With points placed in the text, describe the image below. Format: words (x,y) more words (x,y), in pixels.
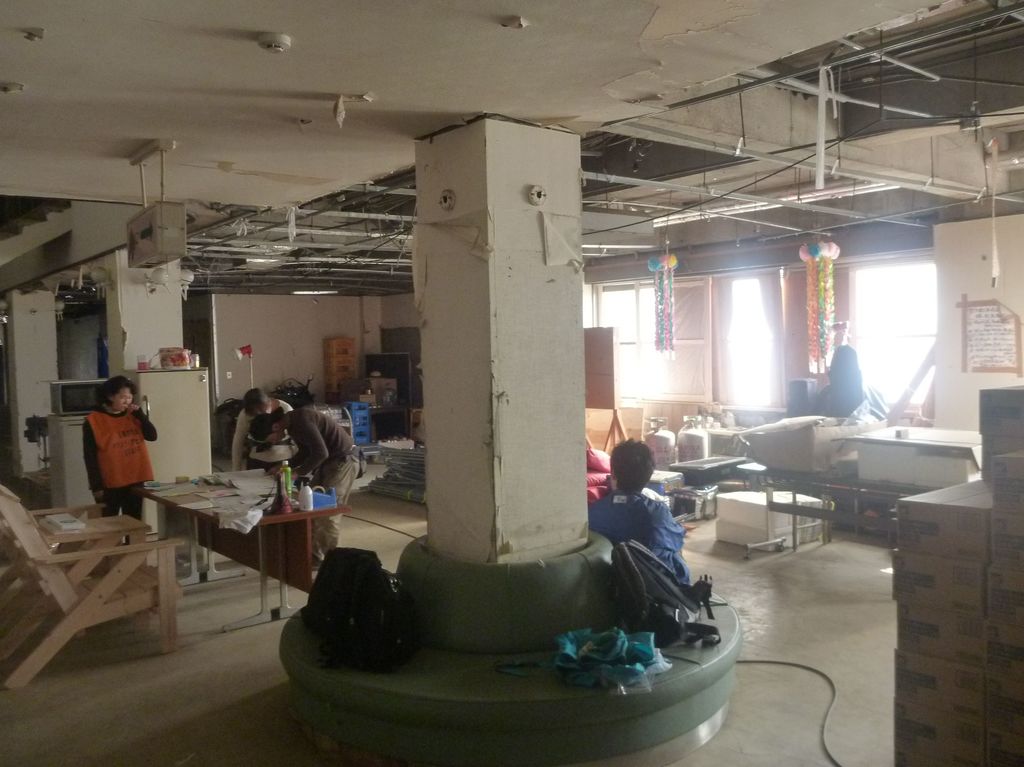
In the middle of the image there are some bags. Behind the bag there is a man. Bottom left side of the image (146,527) there is a chair (174,560) and table (301,515), On the table (304,503) there are some bottles (284,470) and papers (223,501). Near to the table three people (339,444) are standing. Behind them there is a refrigerator (193,377). At the top of the image (210,80) there is roof (644,146). In the middle of the image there is a window (750,303). Bottom right side of the image (926,710) there are some boxes (899,570).
